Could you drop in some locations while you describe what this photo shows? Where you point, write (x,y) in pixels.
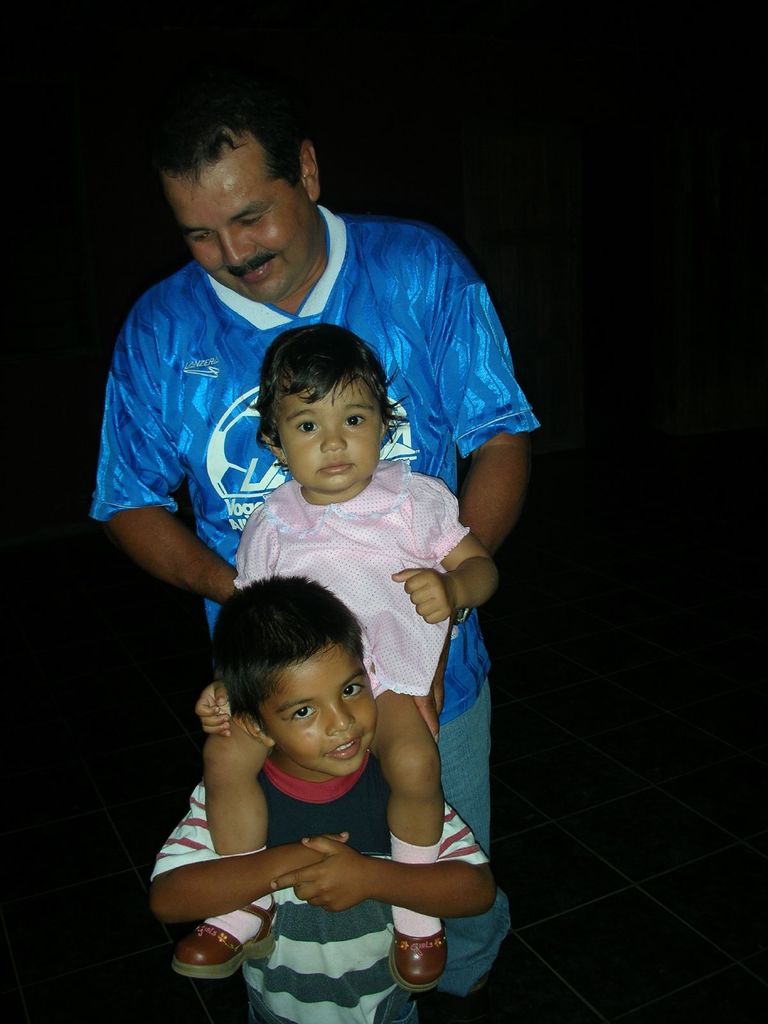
In this picture we can see three people (416,407), they are one boy (260,992), one girl (359,435), one man (125,431) and in the background (745,625) we can see it is dark.
